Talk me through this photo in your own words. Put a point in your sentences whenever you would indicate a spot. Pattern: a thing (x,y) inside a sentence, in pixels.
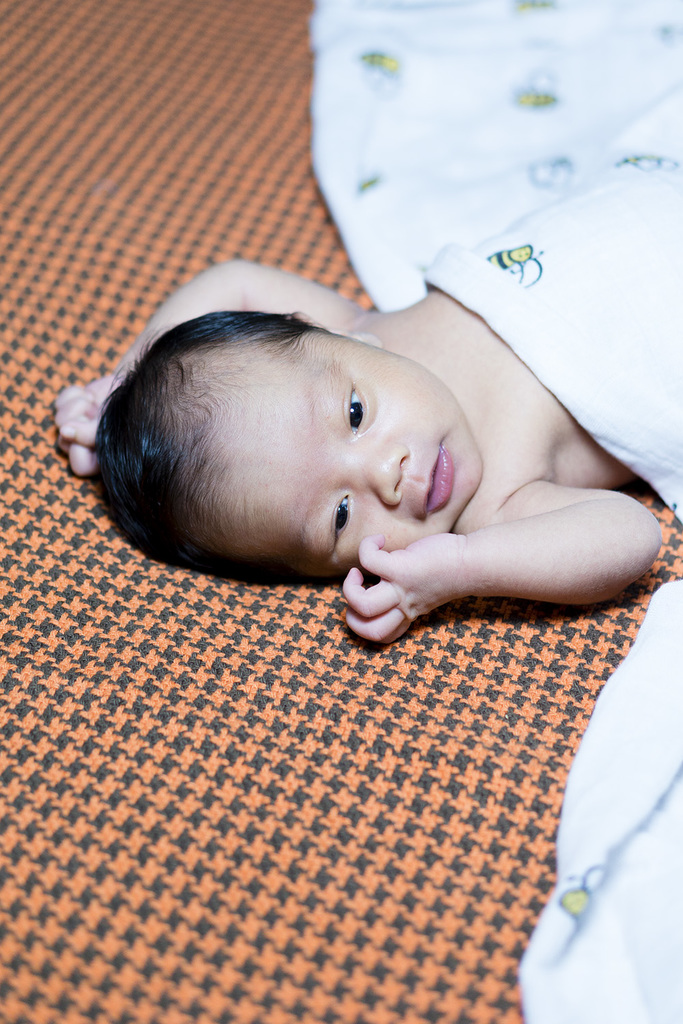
There is a baby (455,344) laying on a bed (509,635). And this baby (483,388) is partially covered with a white color cloth (535,56).
